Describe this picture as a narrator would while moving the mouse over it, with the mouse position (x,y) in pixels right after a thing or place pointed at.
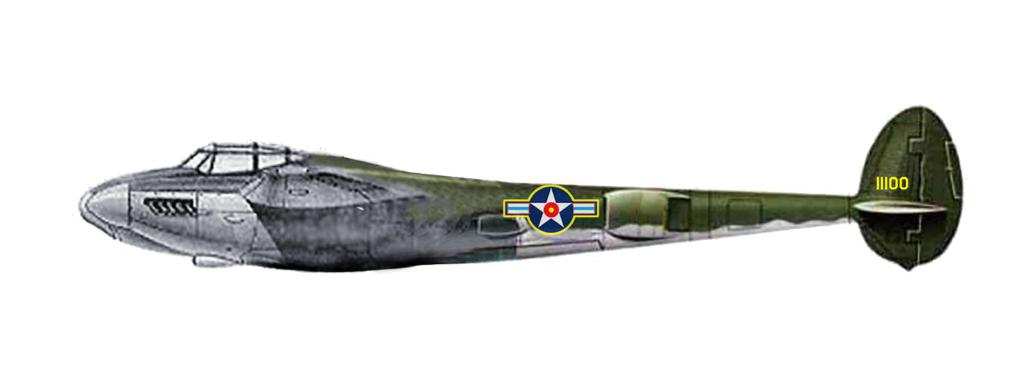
In the center of the image (403,226) we can see a flight (637,191).
